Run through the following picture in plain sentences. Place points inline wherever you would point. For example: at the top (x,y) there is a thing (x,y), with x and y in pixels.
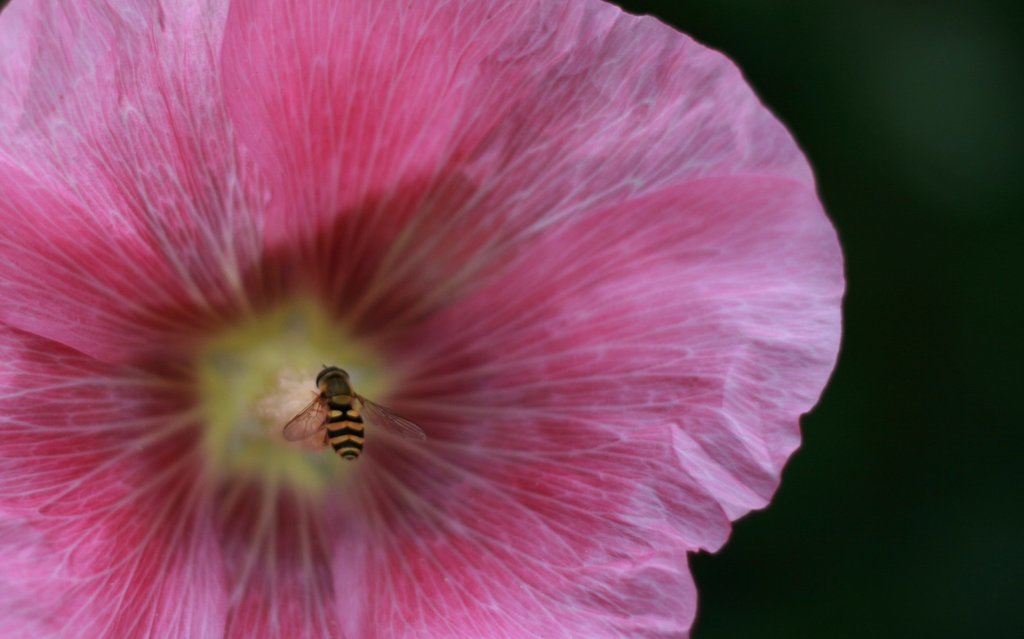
In this picture we can see an insect (341,386) on a flower (309,190). We can see a dark view on the right side (795,585).
